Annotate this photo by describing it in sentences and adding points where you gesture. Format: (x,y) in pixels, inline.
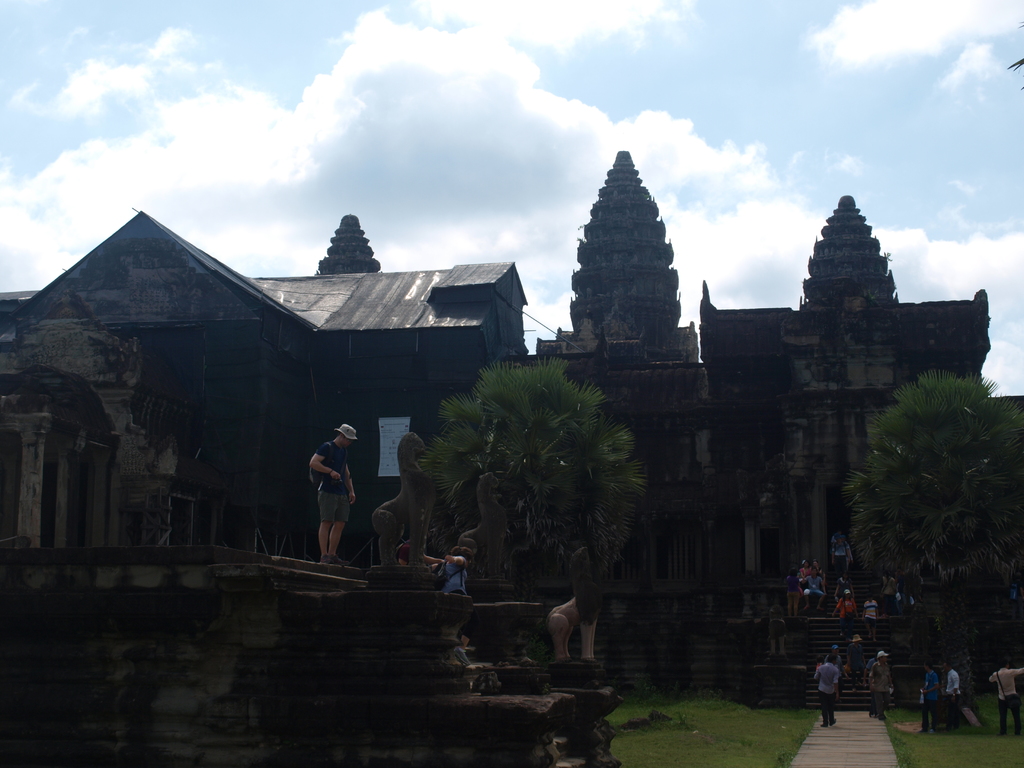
In this image, we can see trees (532,506), there are some buildings (783,553), we can see some statues (417,531), there are some people (854,668) walking, at the top (235,191) there is a sky (287,169) which is cloudy.
